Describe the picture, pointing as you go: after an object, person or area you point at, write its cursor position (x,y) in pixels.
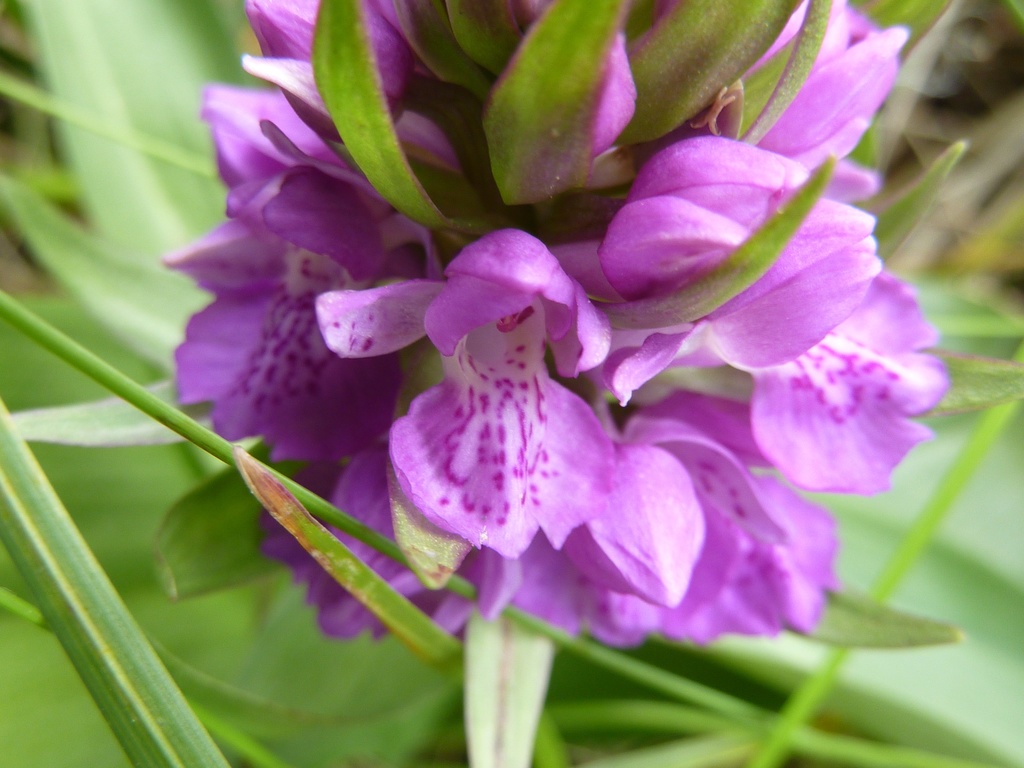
In the center of this picture (505,297) we can see the flowers (454,529). In the background (153,598) we can see the green leaves (127,290) and some other objects (970,40).
